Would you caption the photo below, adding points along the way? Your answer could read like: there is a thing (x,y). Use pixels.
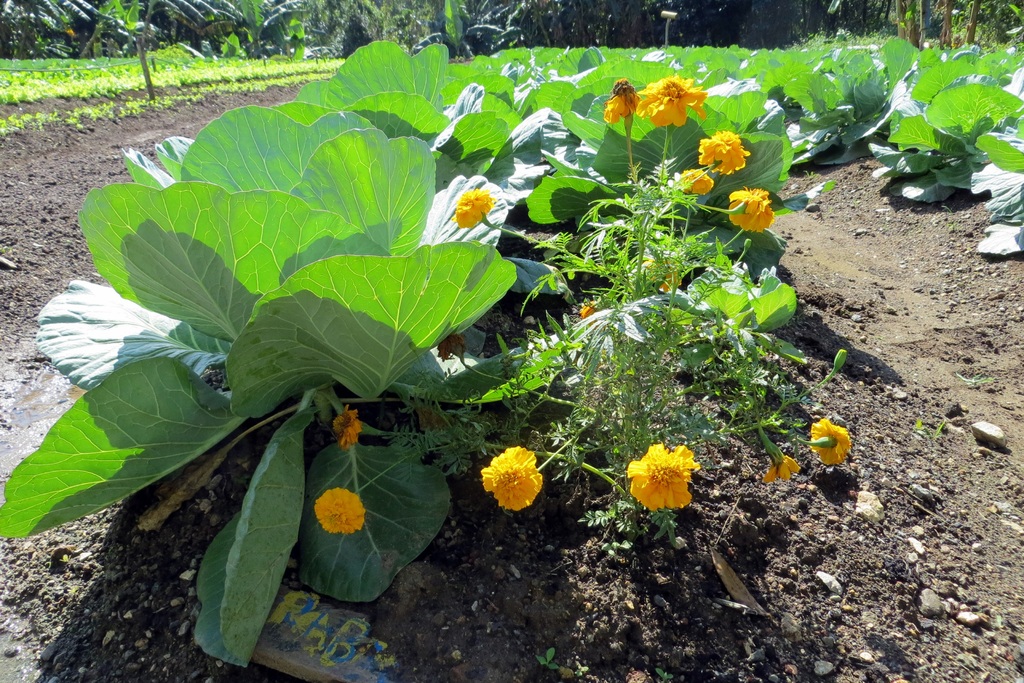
There is a plant (601,251) with flowers (583,309). Also there are other plants (503,113). In the background (241,40) there are trees (566,25). On the ground (865,470) there is soil (617,574) and stones (886,479).
